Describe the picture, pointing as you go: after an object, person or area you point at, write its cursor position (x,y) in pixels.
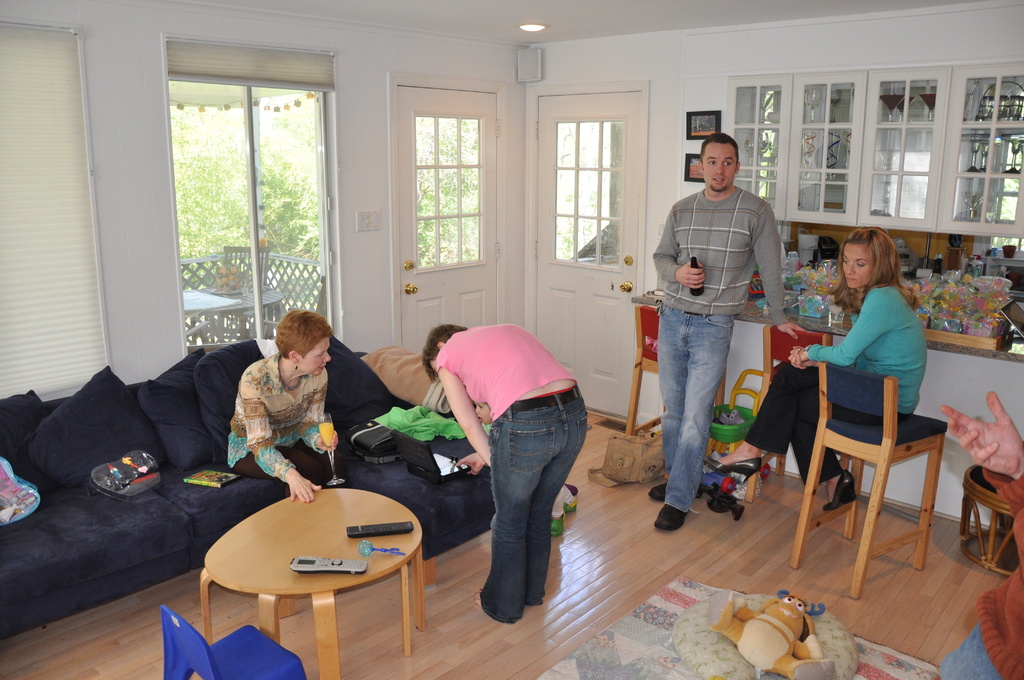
On the table (294,546) there is remote (327,568), toy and on the sofa (368,467) woman (268,460), book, cloth (442,433). girl (889,369) is sitting on the chair (888,385), man (706,339) standing holding bottle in the back (842,173) there is glass (919,190), here there are two doors (455,237), here there are toys (787,630).
